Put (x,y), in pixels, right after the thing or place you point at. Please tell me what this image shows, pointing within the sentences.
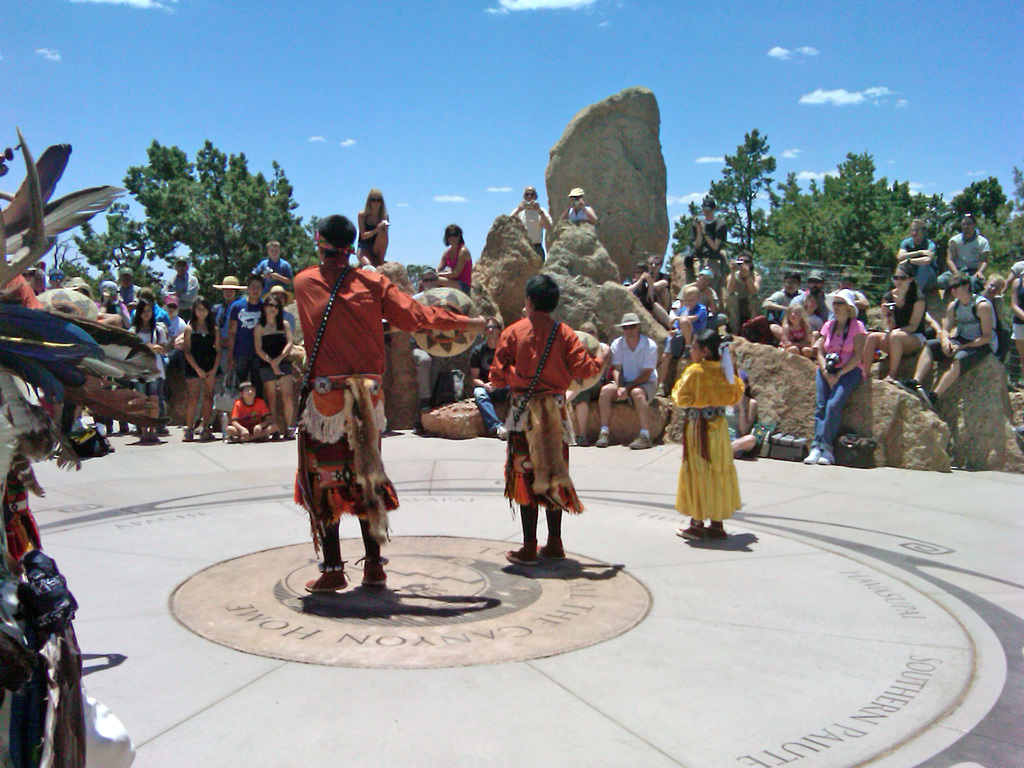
In this picture we can see there are groups of people (606,423) and there are three persons (513,424) standing on the ground (225,546). In front of the people (365,367), there are rocks (572,324), trees (176,234) and the sky (369,79). On the left side of the image (6,455), there are feathers (20,453).
